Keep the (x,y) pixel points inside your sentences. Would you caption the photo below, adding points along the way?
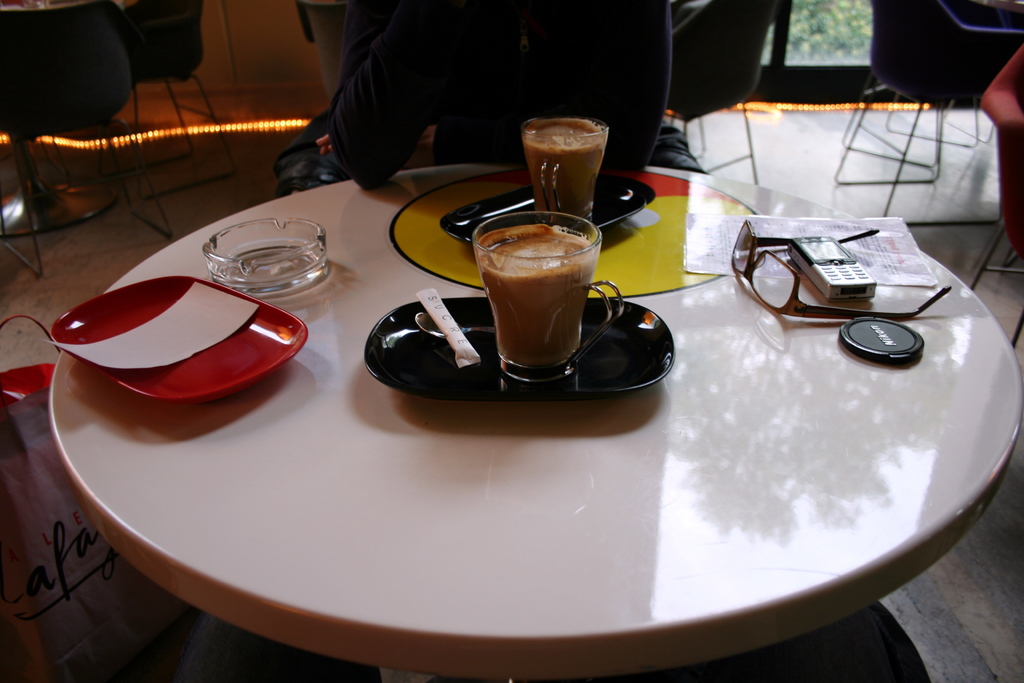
In this picture we can see a table (524,565). On the table (538,621) there are cups (518,260), plates (266,323), bowl (261,268), spectacles (753,291), and a mobile (857,276). These are the chairs (56,33) and this is floor (111,258).
